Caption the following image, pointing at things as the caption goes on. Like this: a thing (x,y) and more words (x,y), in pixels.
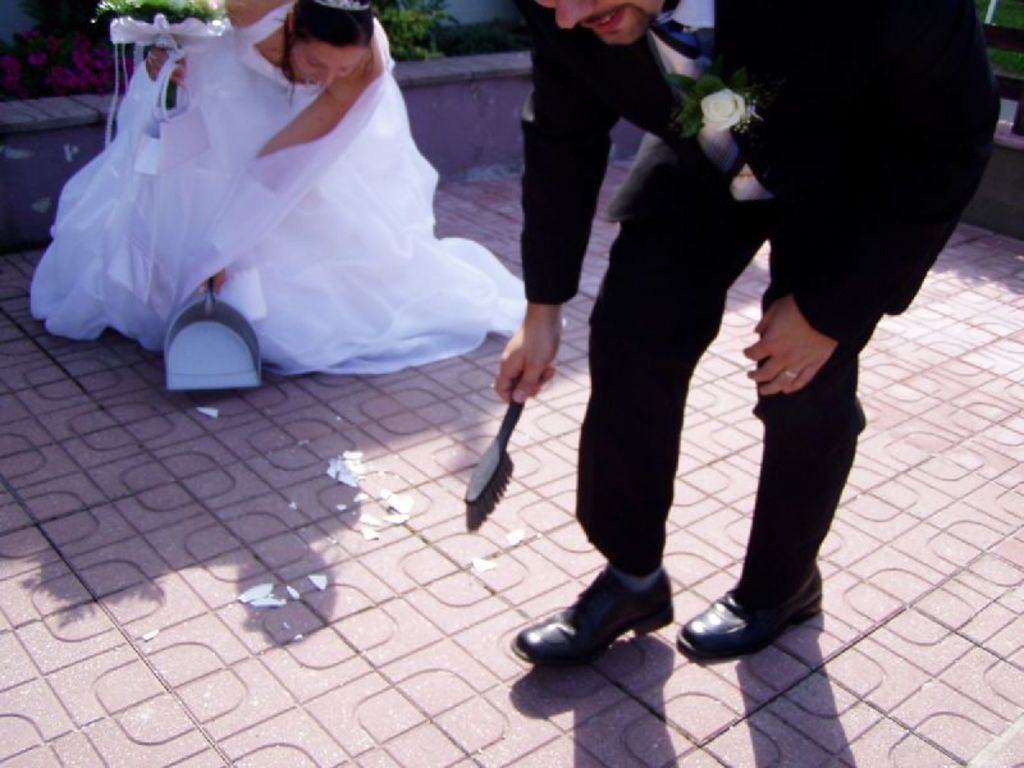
In this image there is a floor (876,682), on that floor (744,534) there is a man (660,234) and woman (366,221) bending holding stick (504,452) and plastic dust pan (225,360) in their hands (550,340), in the background (461,40) there are plants (498,39).
